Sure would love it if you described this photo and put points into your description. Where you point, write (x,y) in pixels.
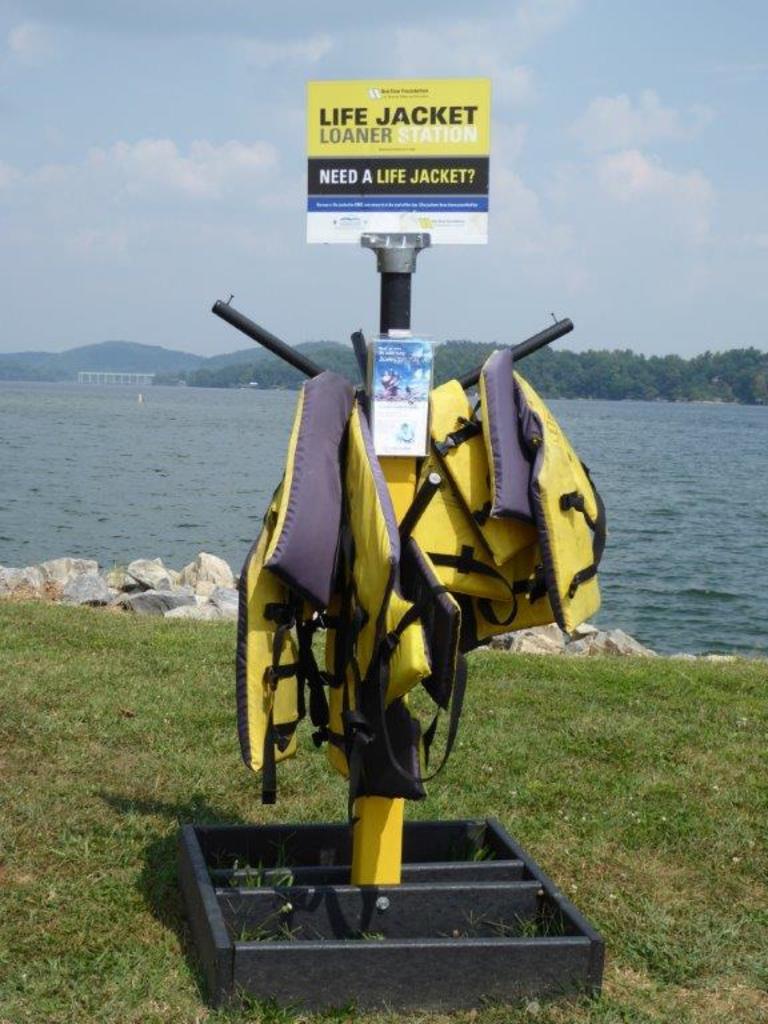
Here we see a lake (710,430), clouds (192,166) and few trees (720,360) at the back (729,363) and a stand (341,893) which is holding jackets (444,702).
